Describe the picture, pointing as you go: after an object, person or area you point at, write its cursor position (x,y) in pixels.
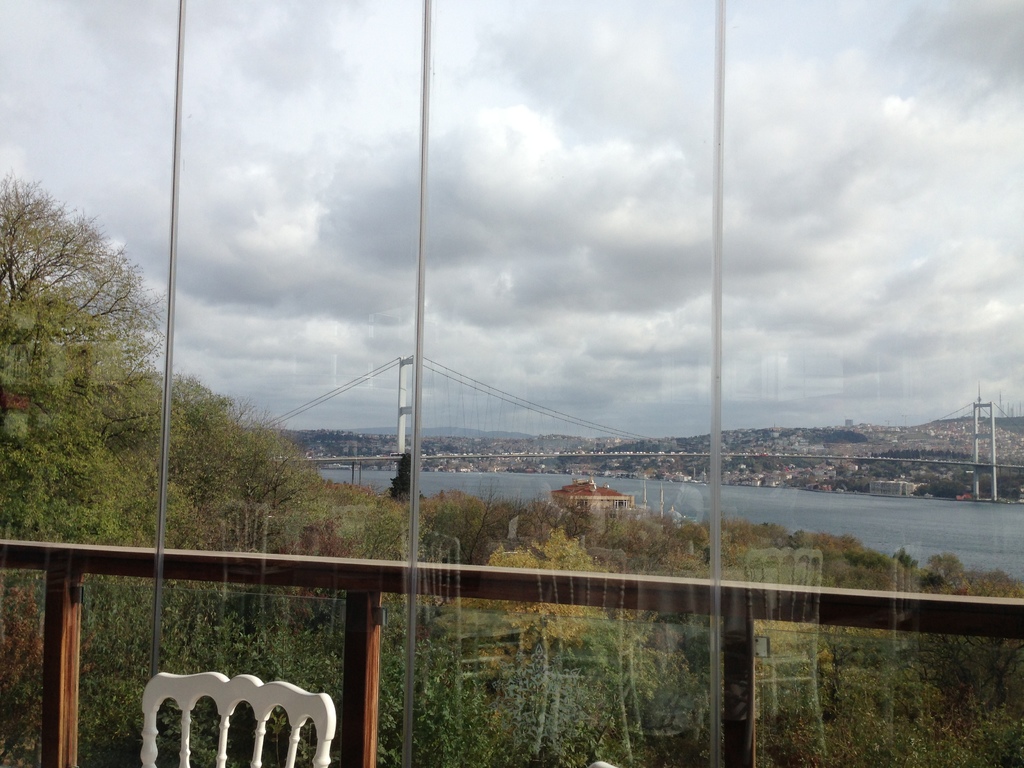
In this image there is a glass wall (717,599). Behind there is a fence (482,580). Middle of the image (455,477) there is a bridge (406,463) over the water (813,508). Behind the fence (373,582) there are trees (429,539) and plants (488,555) on the land (501,560). Background (815,436) there are trees (1017,482) and buildings (816,451) on the land (836,446). Top of the image (599,173) there is sky (761,175). Bottom of the image (223,678) there is a chair (144,733).
